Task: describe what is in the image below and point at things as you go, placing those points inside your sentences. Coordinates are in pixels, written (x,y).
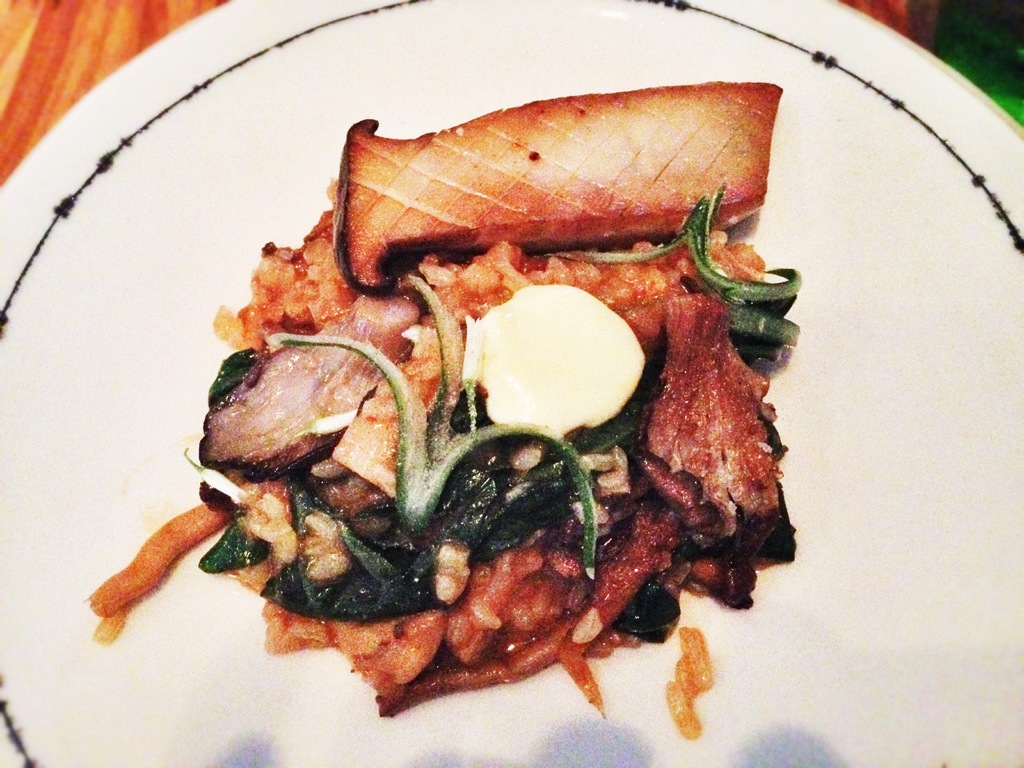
In this image we can see a plate (292,706) containing food (673,547).
